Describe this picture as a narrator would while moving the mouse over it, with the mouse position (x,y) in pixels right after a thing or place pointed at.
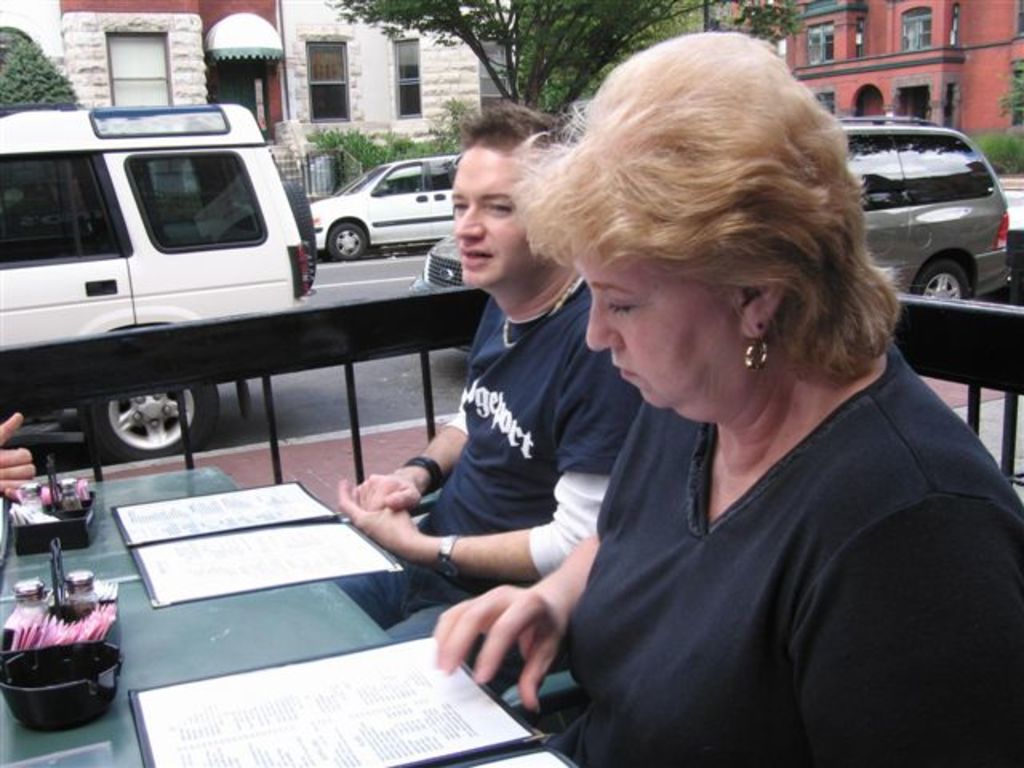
In this picture we can see two people (599,305) are sitting on chairs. In front of them we can see the table (104,747) with menu covers (278,561), bowls (53,666), jars (72,489) and some objects (45,484) on it. In the background (892,199) we can see vehicles (231,297) on the road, fence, trees (565,62) and buildings (353,70) with windows (140,52).
